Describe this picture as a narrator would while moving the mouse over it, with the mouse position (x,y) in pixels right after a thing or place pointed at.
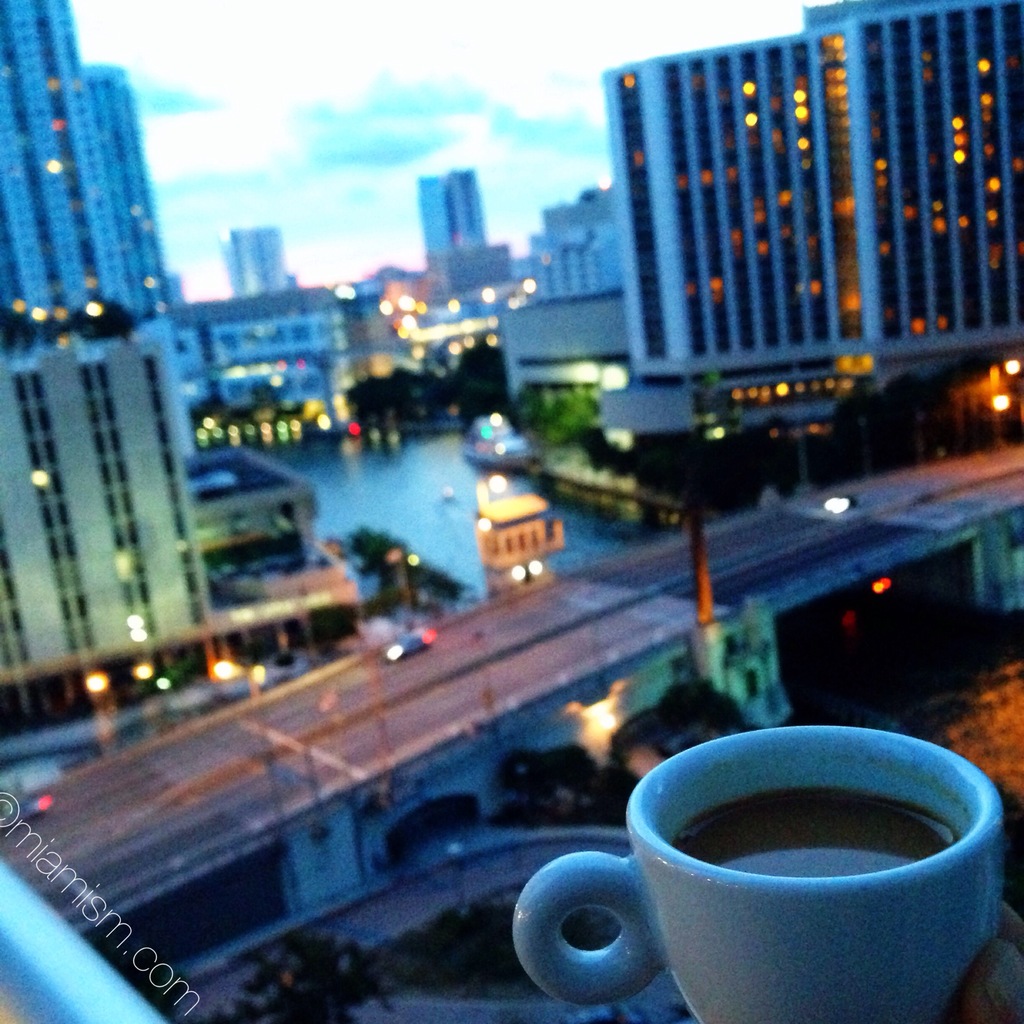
In the image there is a cup (849,878) with some drink (776,839) and behind that cup (520,931) there is a clear view of the city (75,138), it has many buildings (397,275) and there is a river (409,486) and there is a bridge (744,527) across that river (445,507), some vehicles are moving on the bridge (391,744).
